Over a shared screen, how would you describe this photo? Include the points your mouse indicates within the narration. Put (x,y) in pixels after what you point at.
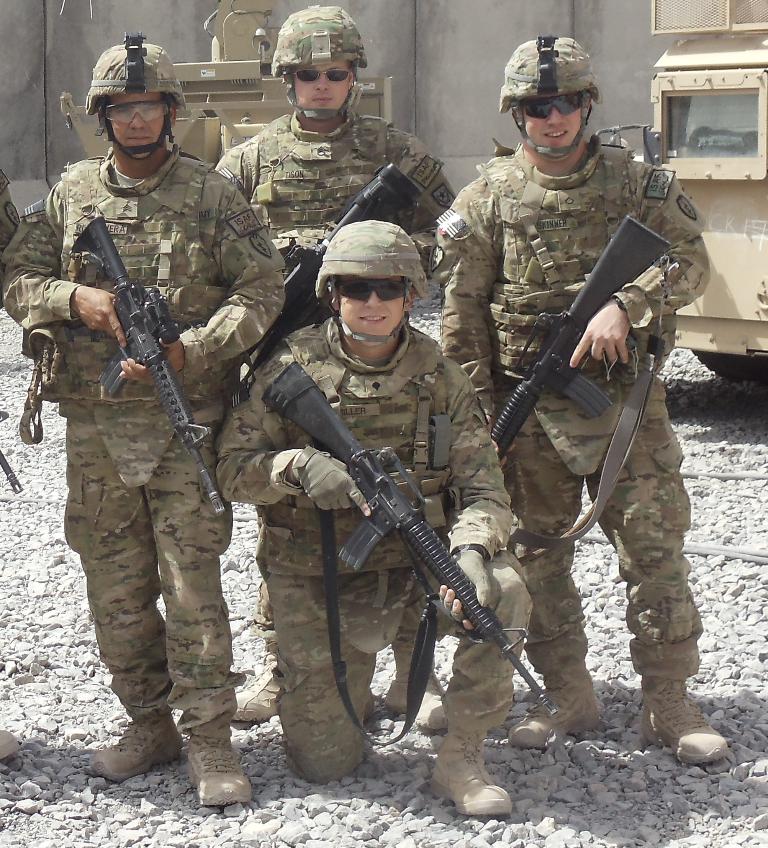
In the picture we can see four army people (506,229) there are standing with uniforms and holding guns (546,373) in the hands (609,340) and one man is sitting on a knee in front of them and holding a gun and behind them we can see a wall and near it we can see two army vehicles (721,273).
